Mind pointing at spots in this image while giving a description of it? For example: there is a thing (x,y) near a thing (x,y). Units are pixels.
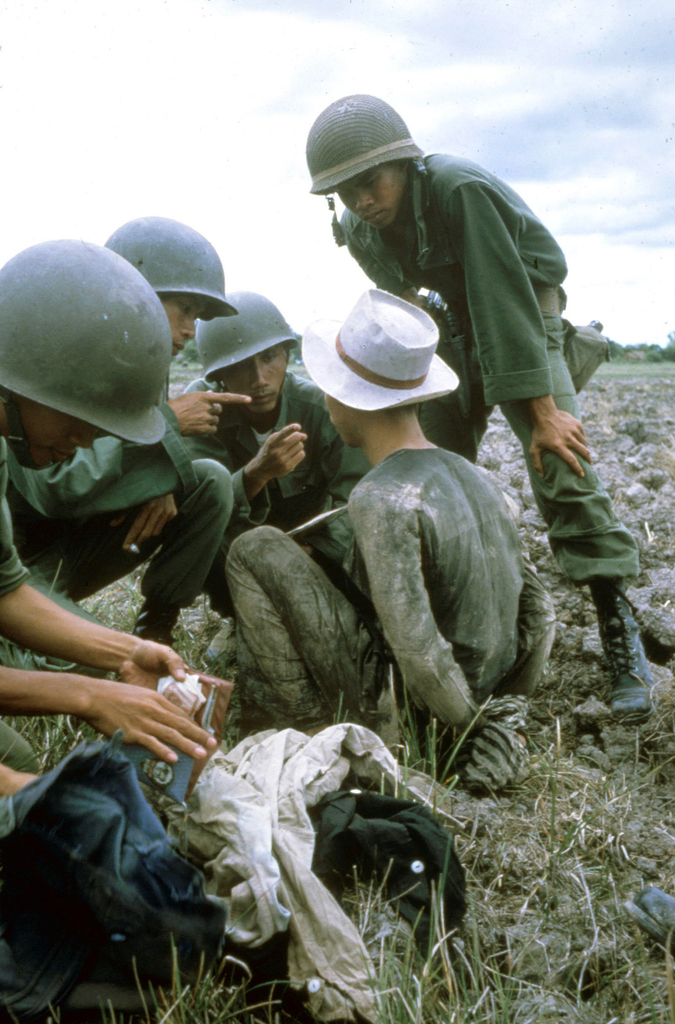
In the image in the center (399,483) we can see four persons (258,467) were sitting and one person (527,436) standing. And they were wearing helmet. In front of the image, we can see bag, cloth (286,814), wallet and grass (380,968). In the background (572,225) we can see sky (392,25), clouds (399,63), trees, grass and stones (659,404).
